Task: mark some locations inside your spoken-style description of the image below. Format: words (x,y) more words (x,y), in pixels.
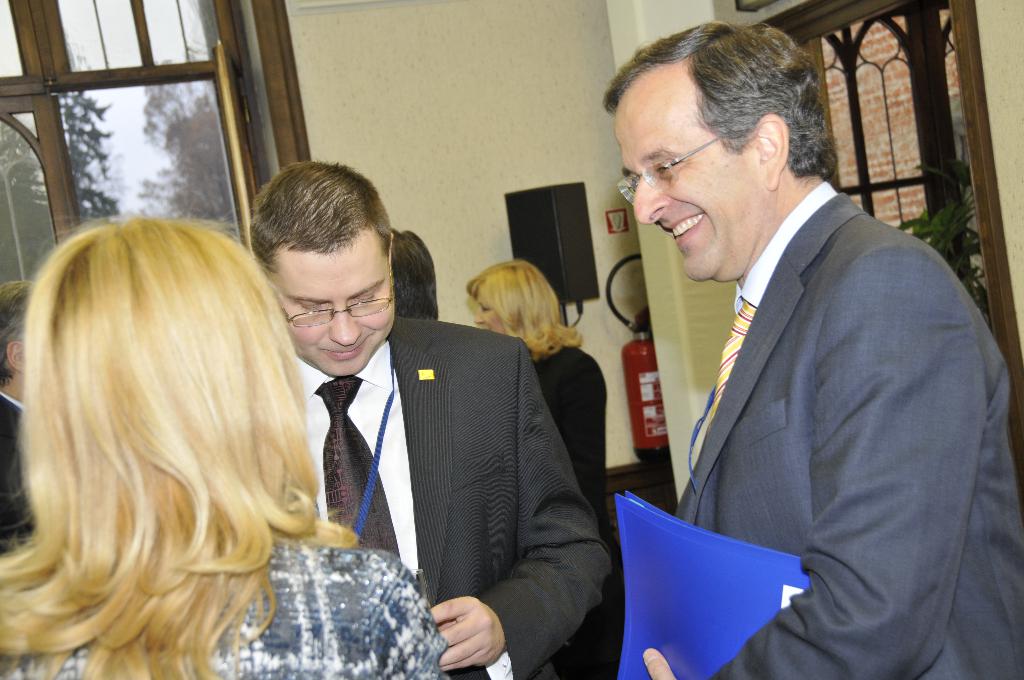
This picture was taken from inside of the room (479,144). In this picture people (445,439) were standing. At the back side (660,461) there is a wooden table (643,469) and on top of it there is a fire extinguisher (644,372). Beside that there is a speaker (584,236). At the right side of the image (945,172) there is a window (915,127).
